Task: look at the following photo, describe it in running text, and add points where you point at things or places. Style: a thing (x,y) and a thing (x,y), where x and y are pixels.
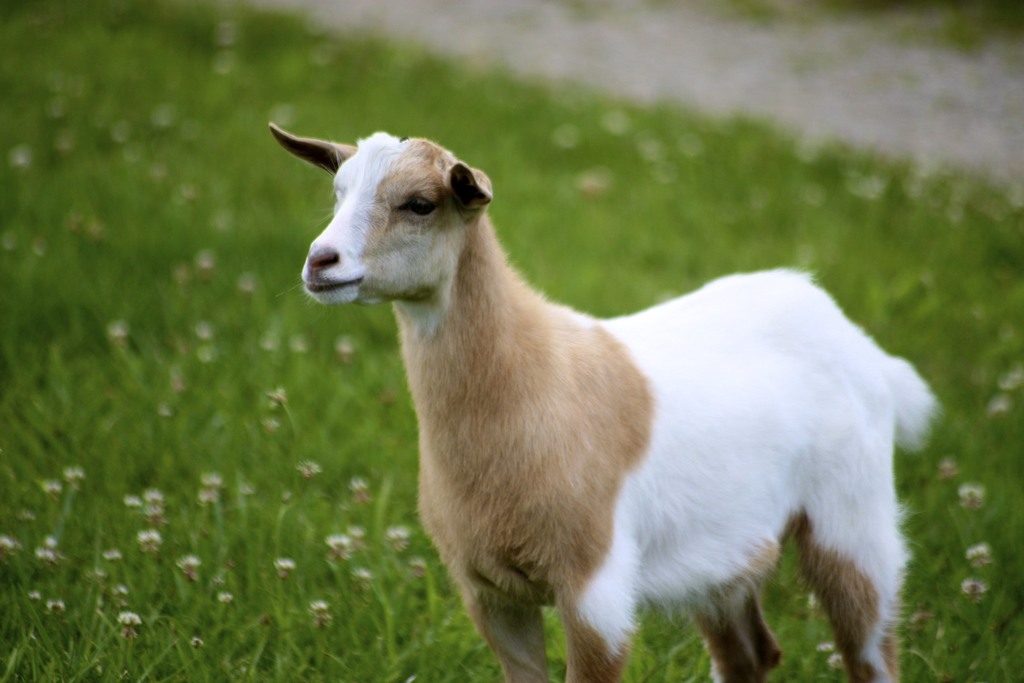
In this image I can see grass ground (707,224) and on it I can see a brown and white colour goat (537,423) is standing.
